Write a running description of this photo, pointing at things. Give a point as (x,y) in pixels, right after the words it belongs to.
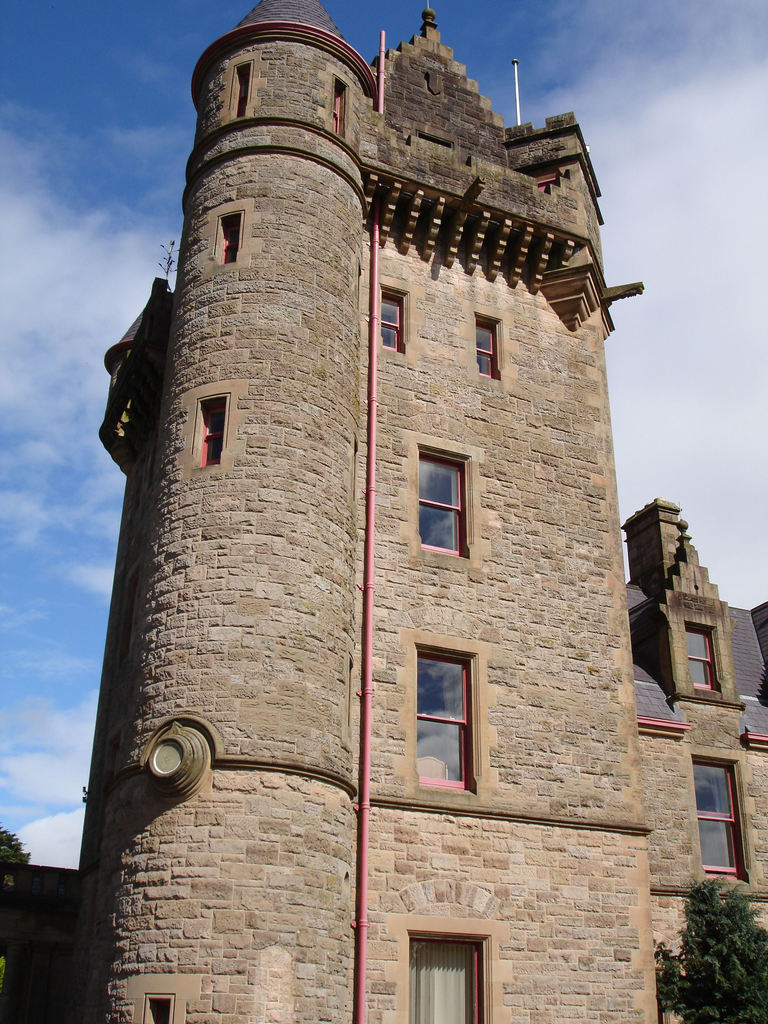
In this picture we can see a building (335,829) in the front (346,827), at the right bottom (764,939) there is a tree (724,923), we can see windows (400,309) of the building (338,566), there is the sky (175,199) at the top of the picture (160,165), we can also see a pipe (369,655) in the middle (369,673).
